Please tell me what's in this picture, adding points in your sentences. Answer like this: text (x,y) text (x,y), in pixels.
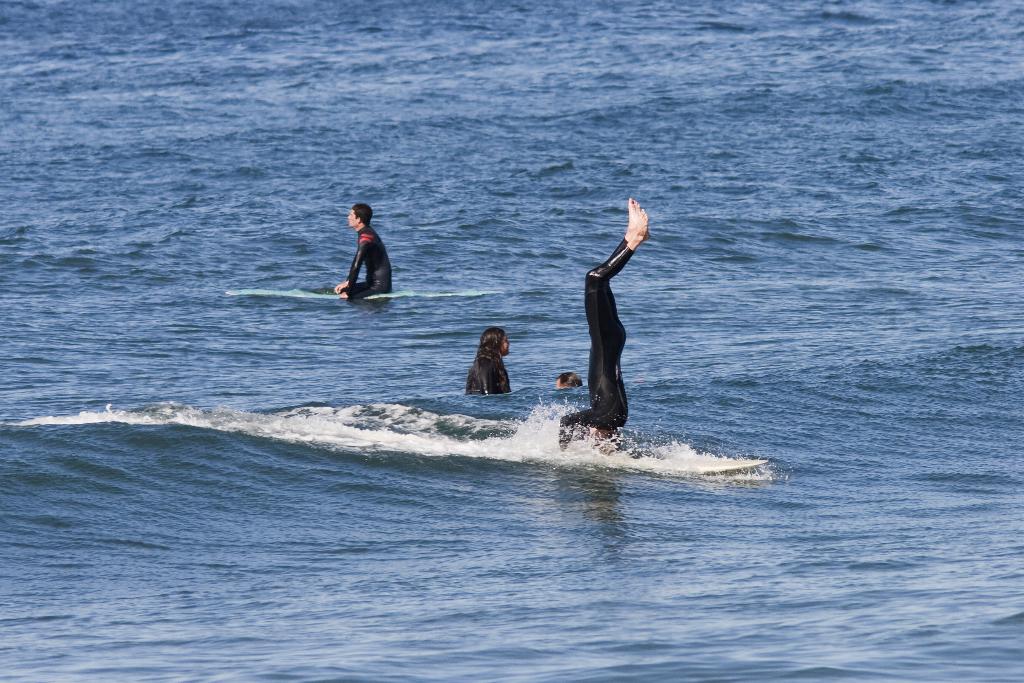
We can see people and water (505,424).
